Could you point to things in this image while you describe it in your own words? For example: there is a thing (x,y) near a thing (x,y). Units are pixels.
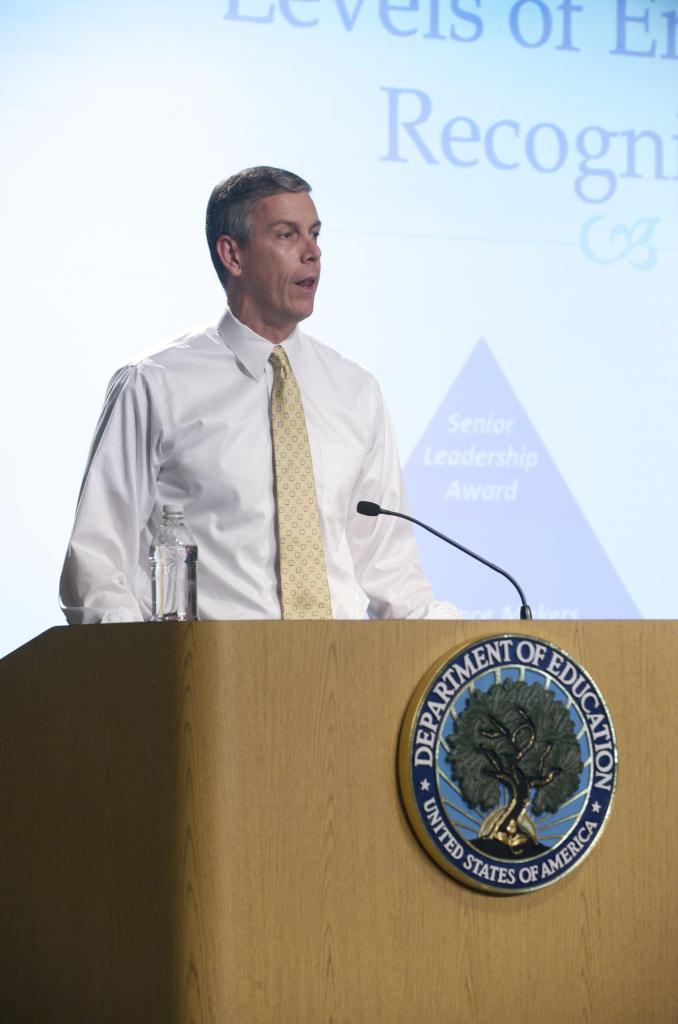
In this picture I can see a podium (346,720) in front (657,995) and I can see a logo (516,757), on which I see something is written and I see the depiction (464,760) of a tree (476,713) and I can see a mic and a water bottle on it. Behind the podium (36,658) I can see a man (65,598) who is wearing formal dress (192,385) and in the background (71,100) I see something is written on the white color thing (334,238).
